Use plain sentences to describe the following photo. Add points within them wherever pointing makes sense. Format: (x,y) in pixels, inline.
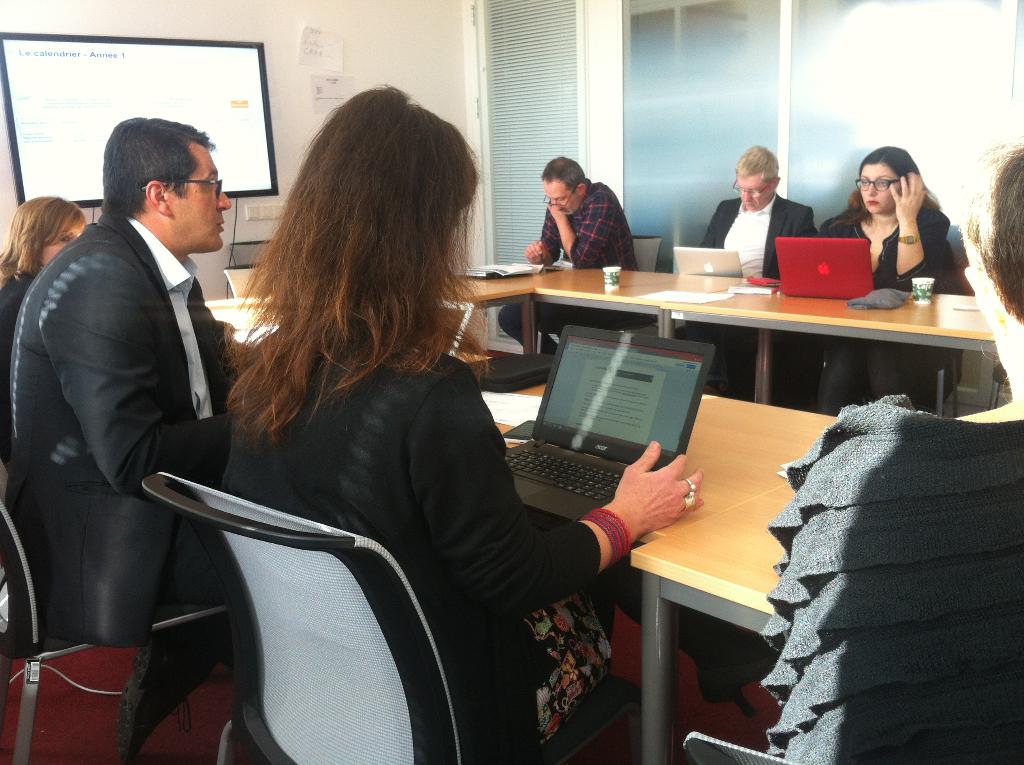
The image looks like it is a meeting room (831,166). Where many people (879,199) are sitting around the table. To the right (874,461) there a woman (854,506) wearing black dress (950,558) and sitting in the chair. To the left (126,91) there is a monitor (39,51) or a screen (76,43) attached to the wall (1,86). In the front (330,513) there is a woman (323,437) wearing black dress (528,553) and seeing her laptop (524,482).
